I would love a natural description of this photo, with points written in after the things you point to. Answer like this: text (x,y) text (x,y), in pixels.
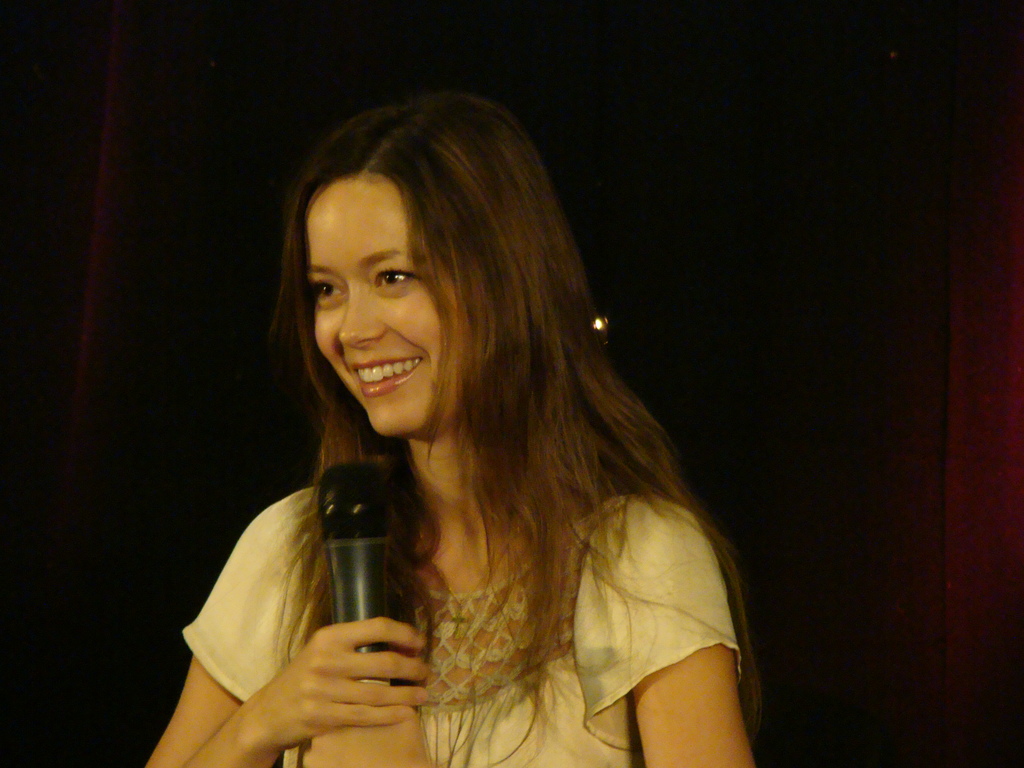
There is a woman (695,723) standing in the center (633,394). She is holding a microphone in her hand (389,663) and there is a pretty smile (372,391) on her face (377,326).
